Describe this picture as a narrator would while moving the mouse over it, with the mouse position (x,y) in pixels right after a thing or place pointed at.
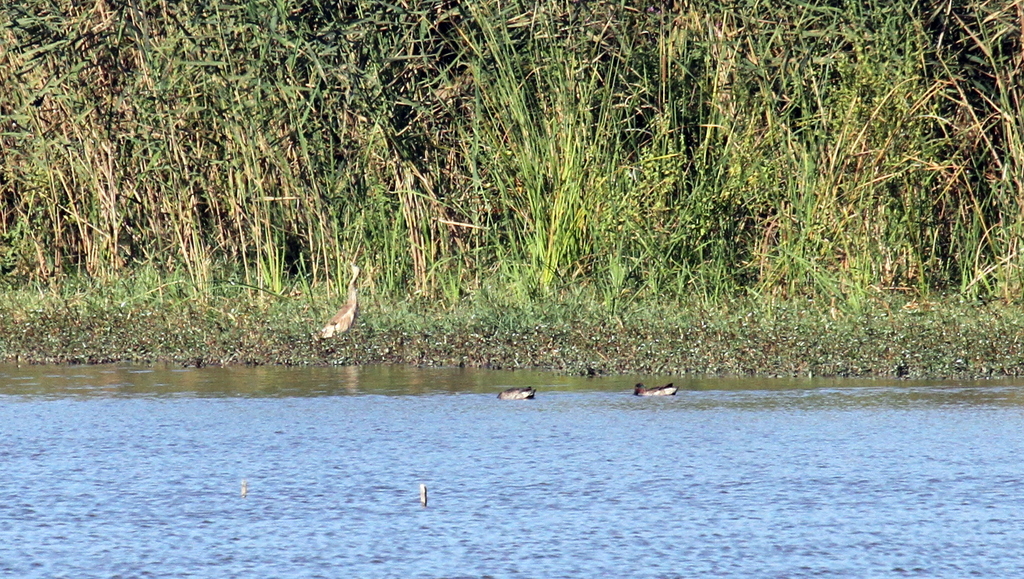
In this image, we can see birds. In the background (330,204), there is grass (614,207). At the bottom (559,458), there is water (432,484).
